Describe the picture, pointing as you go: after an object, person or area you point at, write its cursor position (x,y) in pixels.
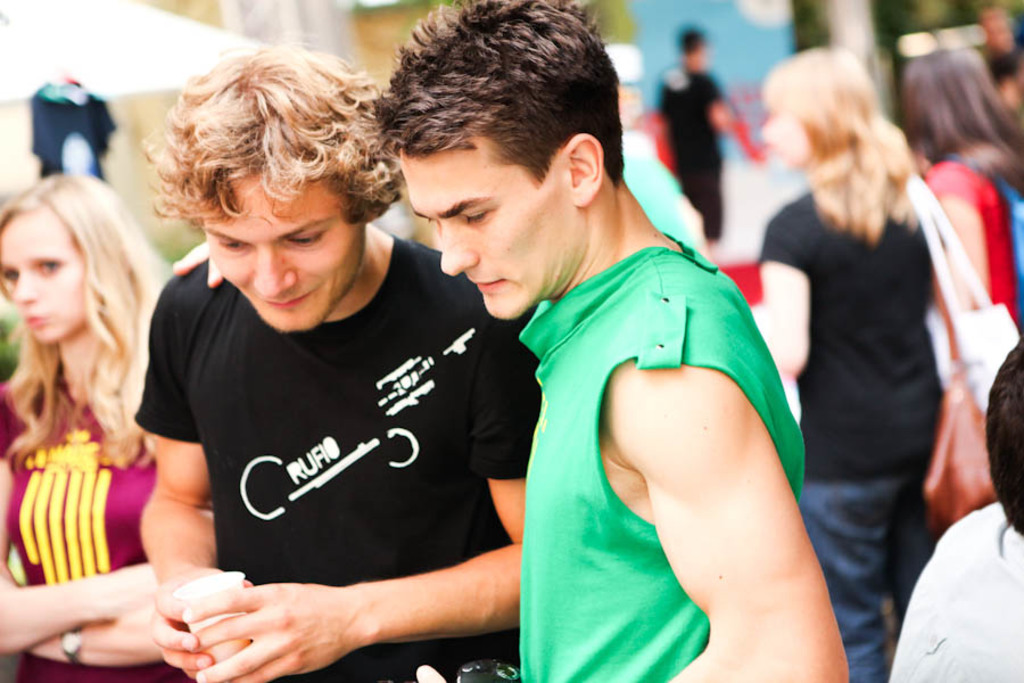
This picture seems to be clicked outside and we can see the group of persons (713,294), sling bags (977,353) and a person (203,565) wearing t-shirt (352,486) holding a glass (199,628) and standing. In the background (370,48) we can see the group of persons (704,69) and many other objects (65,150).
